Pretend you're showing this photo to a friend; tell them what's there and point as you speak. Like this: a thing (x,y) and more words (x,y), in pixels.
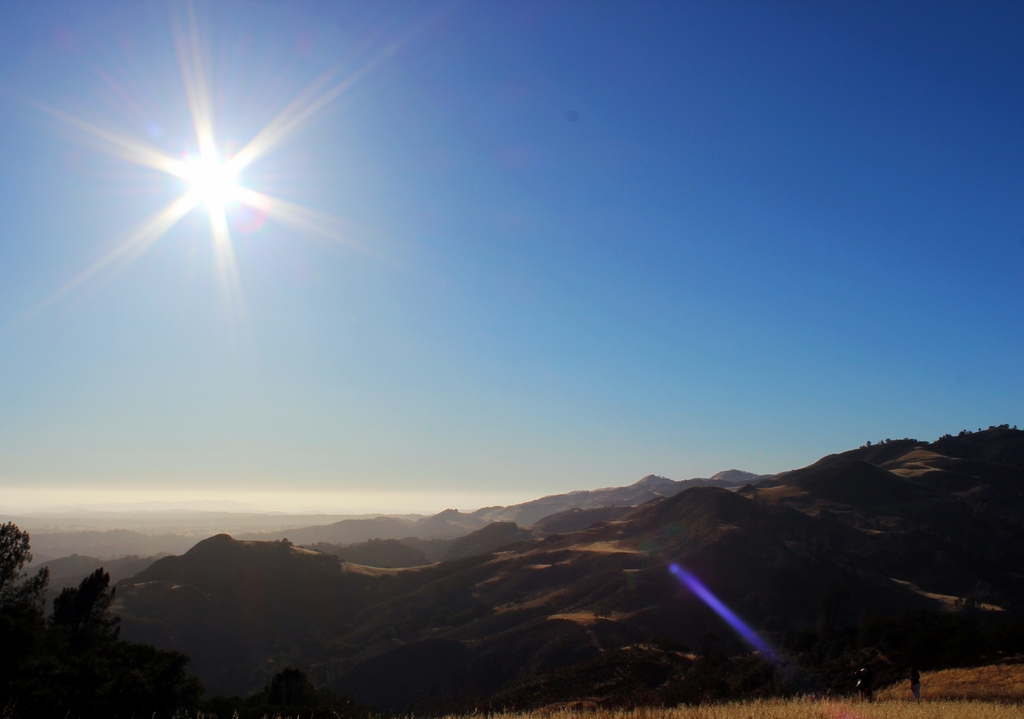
This picture might be taken from outside of the city. In this image, on the left corner (4,537), we can see some trees (17,544). In the background (369,585), we can see some rocks (825,467) and trees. On the top (486,156), we can see a sky (548,173) and a sun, at the bottom (953,714) there is a grass (896,687).
